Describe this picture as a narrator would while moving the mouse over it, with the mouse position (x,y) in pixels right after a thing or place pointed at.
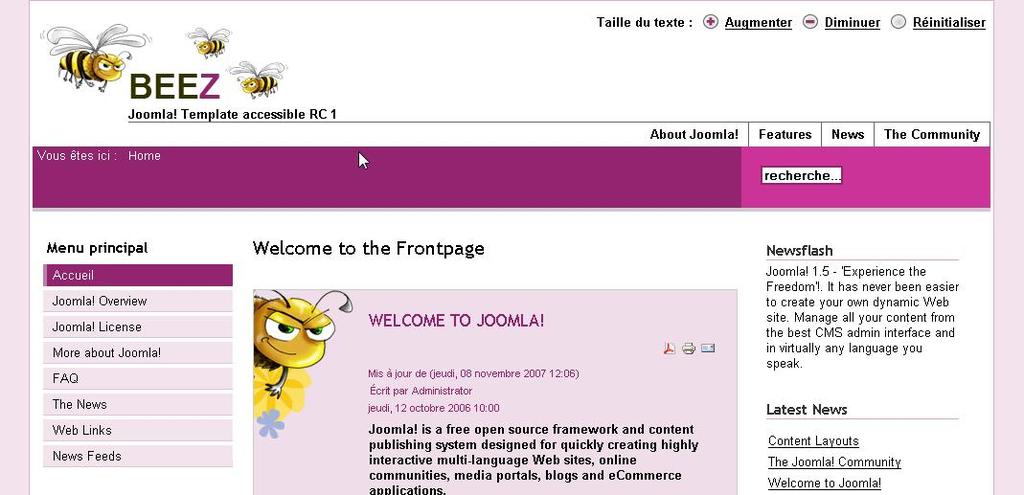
This image consists of a screenshot of a monitor screen (476,222). In this image I can see the text (442,407) and few cartoon images (87,74) of bees (82,58).
